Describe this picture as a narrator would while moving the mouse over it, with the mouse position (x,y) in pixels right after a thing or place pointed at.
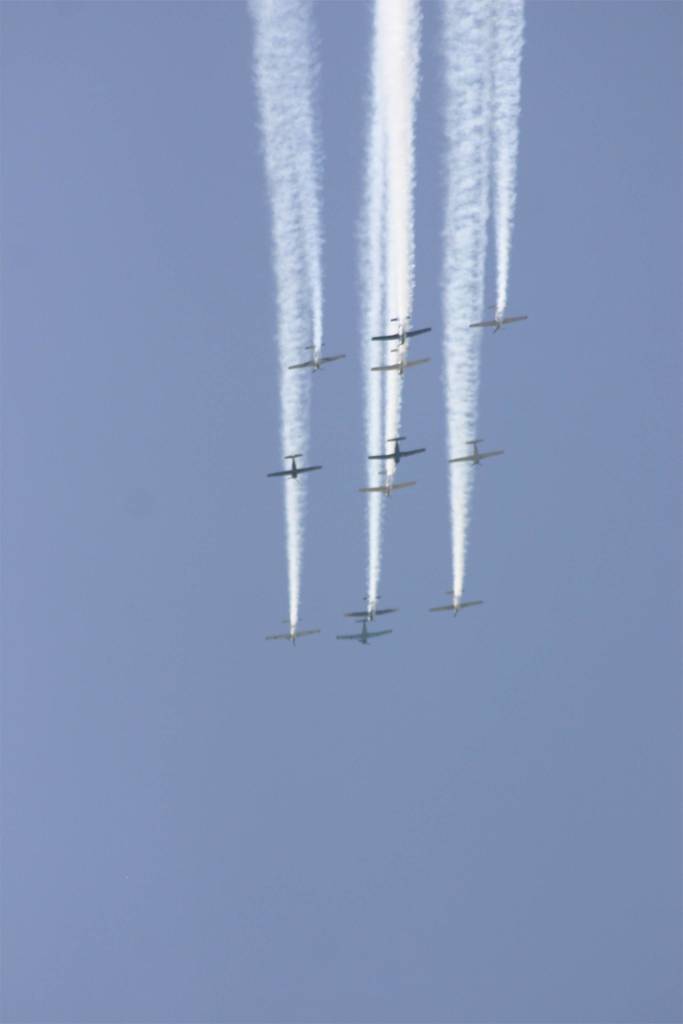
In the picture I can see airplanes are flying in the air (344,633). I can also see white color smoke (303,343) and the sky (209,441).
